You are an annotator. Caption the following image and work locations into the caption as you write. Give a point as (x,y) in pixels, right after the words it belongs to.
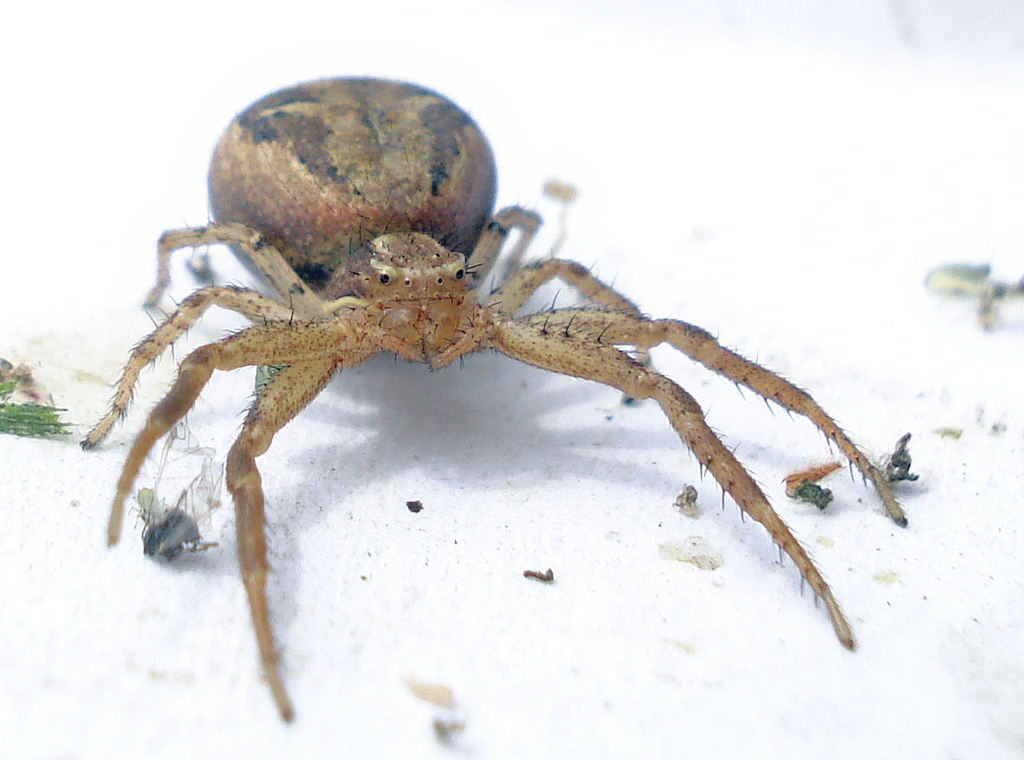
In this image there is a spider (372,269) on the floor (383,557). On the floor (444,608) there are small bits of debris (205,545).
